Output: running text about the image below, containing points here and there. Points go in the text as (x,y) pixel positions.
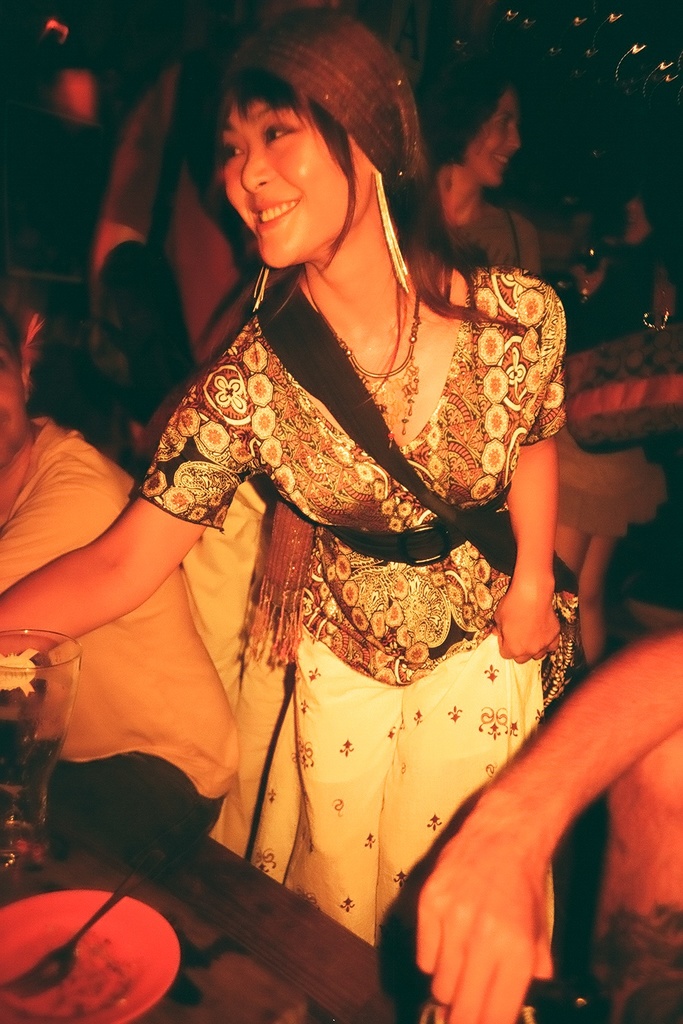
In the foreground of this image (580,753), on the bottom (585,755), there is a hand (581,748) of a person (599,784). In the middle (381,522), there is a woman (342,379) standing and having smile (286,203) on her face (283,214). In front of her, there is table (272,954) on which platter (75,911), fork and glass (6,742) are placed. In the background (516,151), there are persons (130,245) in the dark. On the left (38,499), there is a man (134,626) sitting on the bench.
